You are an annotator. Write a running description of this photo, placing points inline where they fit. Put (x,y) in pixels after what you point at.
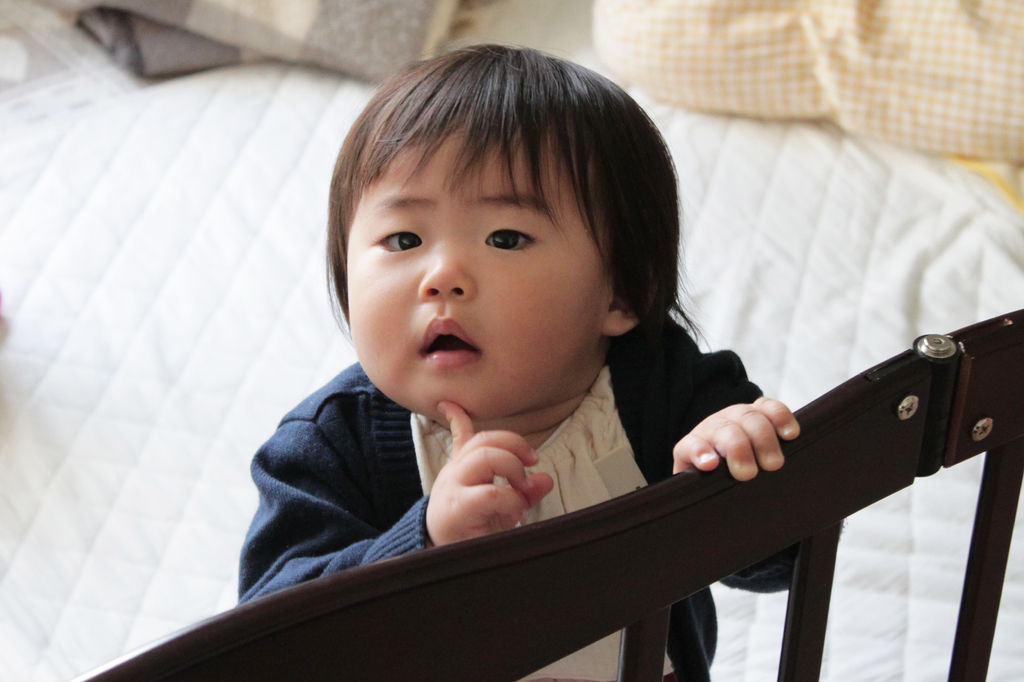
In the image we can see there is a little girl (541,388) who is standing by taking support of a fencing (747,545) which is in dark brown colour. The little girl (311,509) is wearing navy blue colour jacket (672,401) and she's on bed (82,321) which is of white colour.
